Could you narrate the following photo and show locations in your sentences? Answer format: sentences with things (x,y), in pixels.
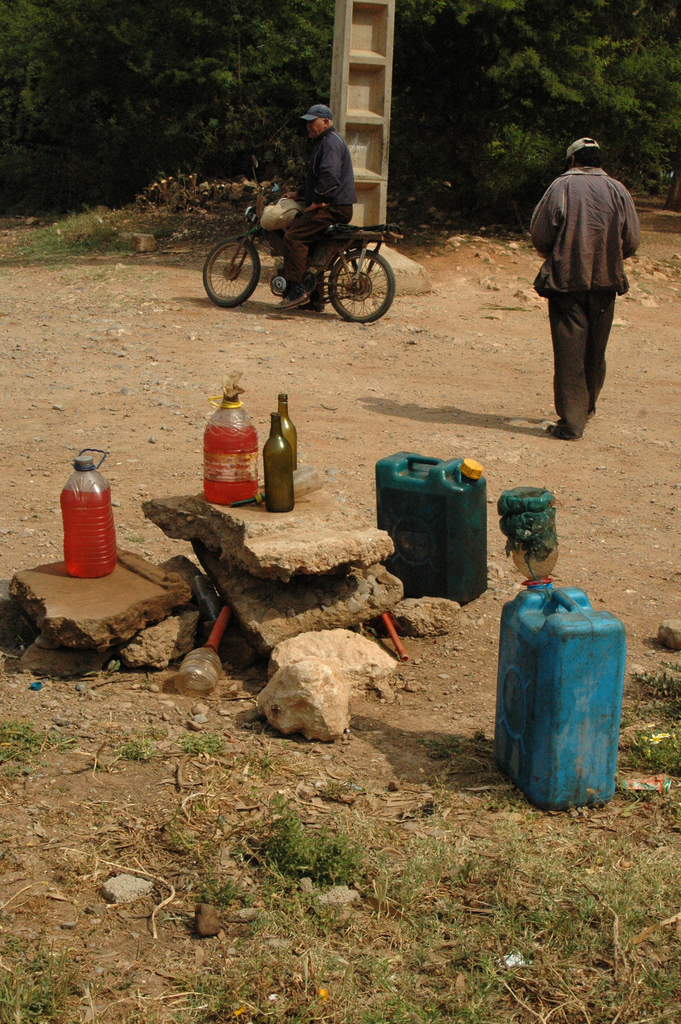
At the bottom (220,683), we see the grass (437,893) and stones (328,631). We see the glass bottles (284,489), the plastic cans (254,457) containing the red liquid (224,437) and the cans (419,534) in blue and green color. On the right side (558,379), we see a man (587,144) is standing. In the middle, we see a man (331,169) is riding a bike (330,245) or a bicycle (328,235). Behind him, we see a pole (361,125) or a pillar (346,68). There are trees (437,143) in the background (527,149).
